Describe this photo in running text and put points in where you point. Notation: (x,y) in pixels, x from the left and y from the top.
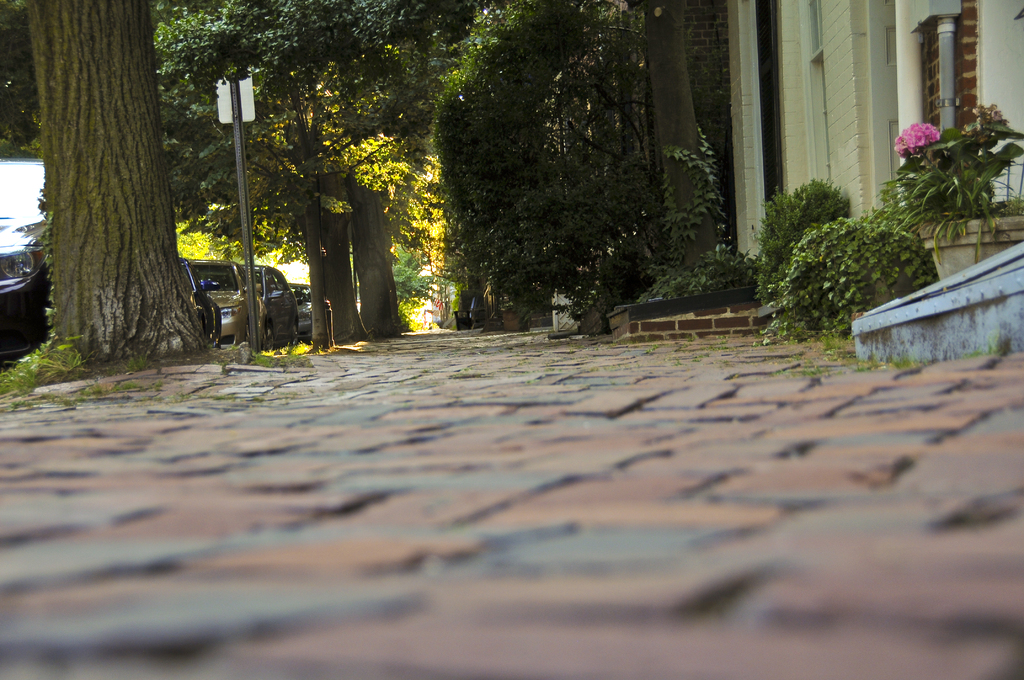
In the image we can see some plants (559,116) and flowers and trees (349,15) and poles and vehicles (1,162).
